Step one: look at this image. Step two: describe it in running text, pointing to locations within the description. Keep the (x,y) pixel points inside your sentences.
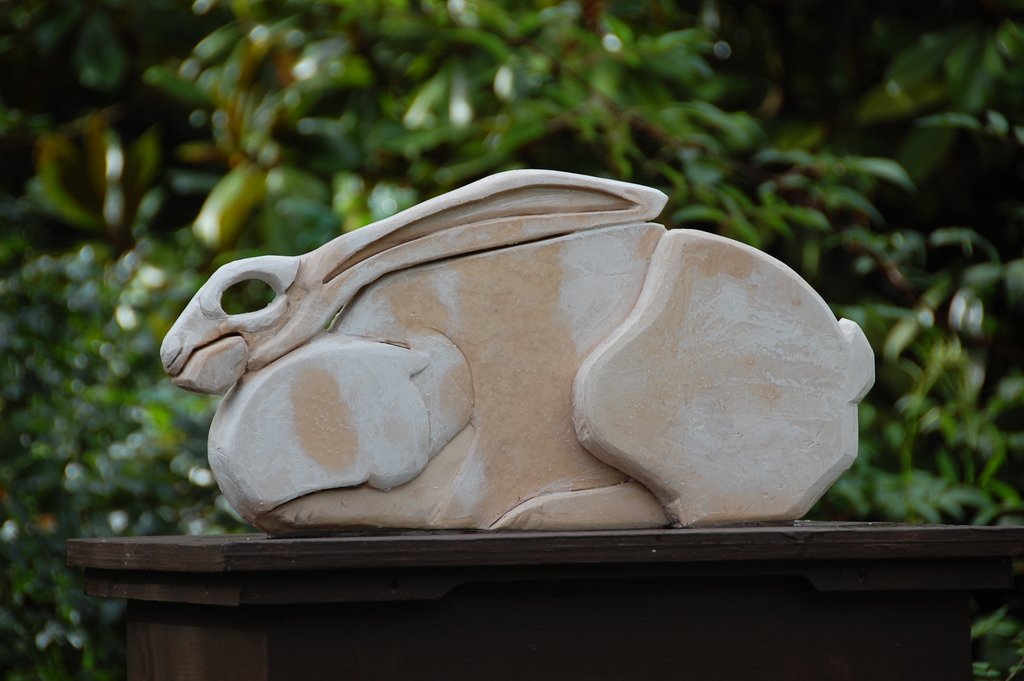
This is a zoomed in picture. In the center (459,412) there is a sculpture (290,390) of a rabbit (706,362) placed on the top of the table (653,629). In the background (946,30) we can see the plants (133,266).
